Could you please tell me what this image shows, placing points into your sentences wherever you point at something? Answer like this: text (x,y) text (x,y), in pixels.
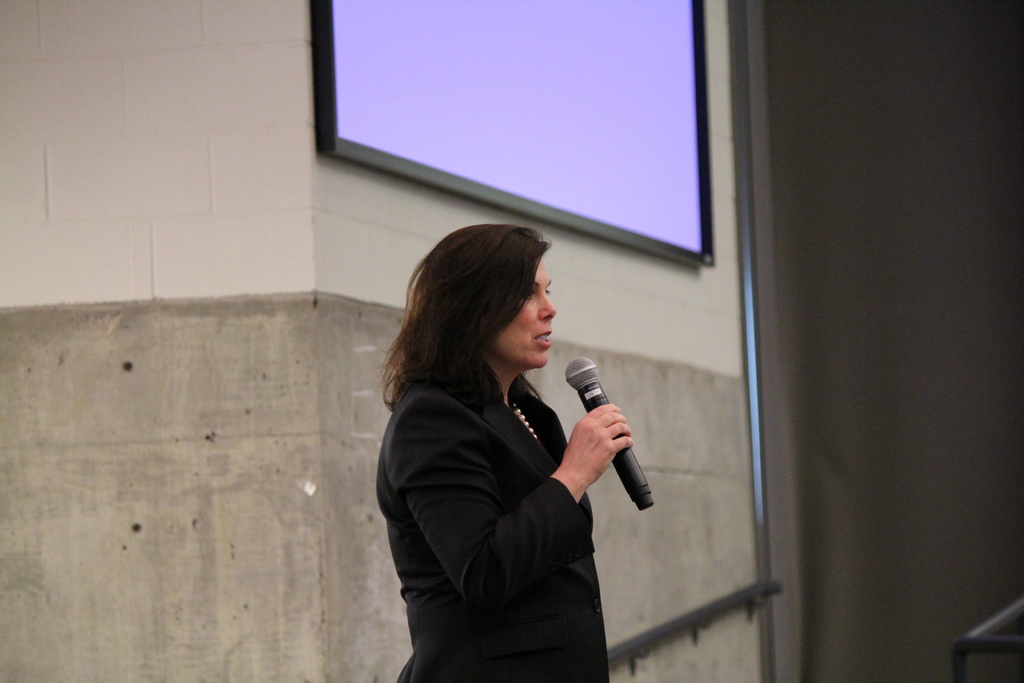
In this picture there is a woman (482,667) standing and speaking in a microphone (622,455) held in her right hand (571,475) and behind her there is a wall (270,163) and is also the screen (532,82) on the wall (345,250).
